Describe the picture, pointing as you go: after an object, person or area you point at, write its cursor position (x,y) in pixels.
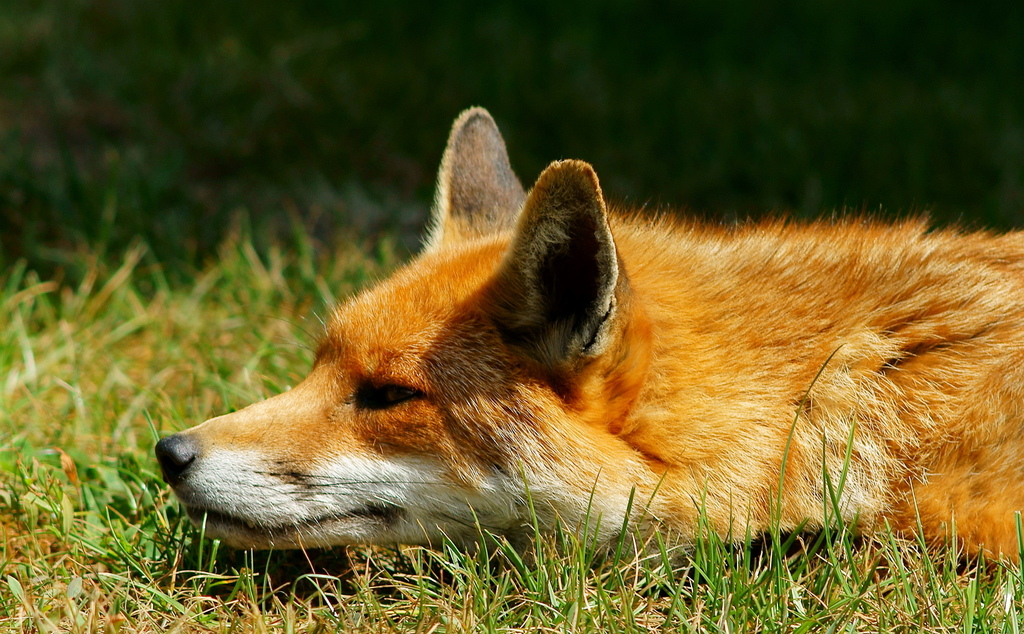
There is a brown color fox (621,331), laying on the grass (574,562) on the ground (75,469). The background (764,80) is dark in color.
